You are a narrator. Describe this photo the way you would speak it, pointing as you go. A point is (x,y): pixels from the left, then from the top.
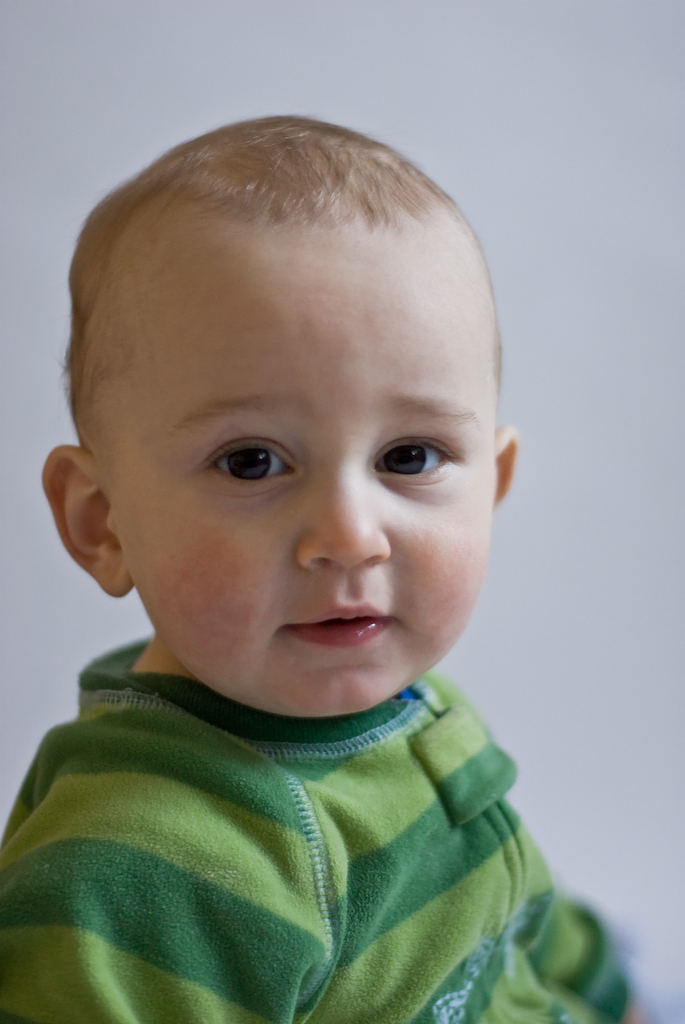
In this image we can see a kid (255,773). There is a white background (27,65).
